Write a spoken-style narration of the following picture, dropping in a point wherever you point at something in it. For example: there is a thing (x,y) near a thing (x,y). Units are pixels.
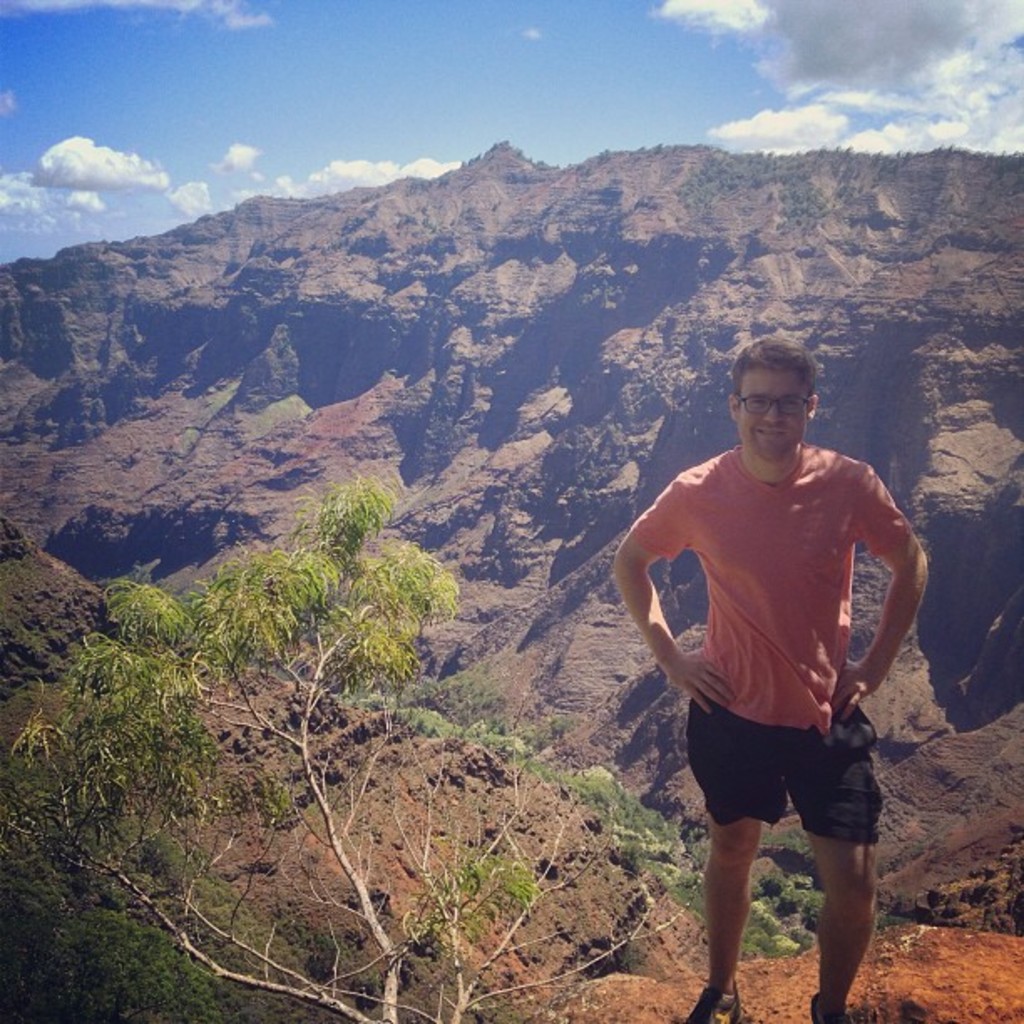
In the image we can see there is a man (847,511) standing and there is a tree (270,789). Behind there are hills (546,222).
